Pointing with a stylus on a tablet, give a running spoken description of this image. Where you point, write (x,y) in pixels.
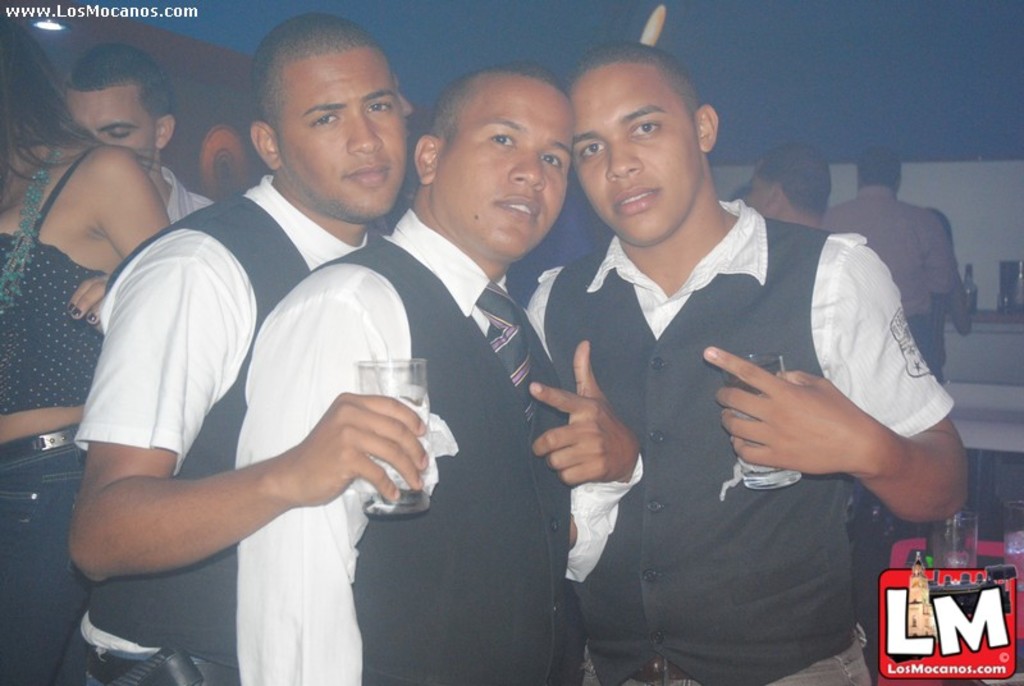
In the middle of the image (678,240) we can see three men (642,389) and two of them are holding glasses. Here we can see tables (991,429), glasses (1022,520), and bottles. In the background (7,235) we can see people's (891,210), light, and wall (913,125). At the top of the image (199,13) we can see a watermark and at the bottom of the image (918,582) we can see the logo (958,664).
